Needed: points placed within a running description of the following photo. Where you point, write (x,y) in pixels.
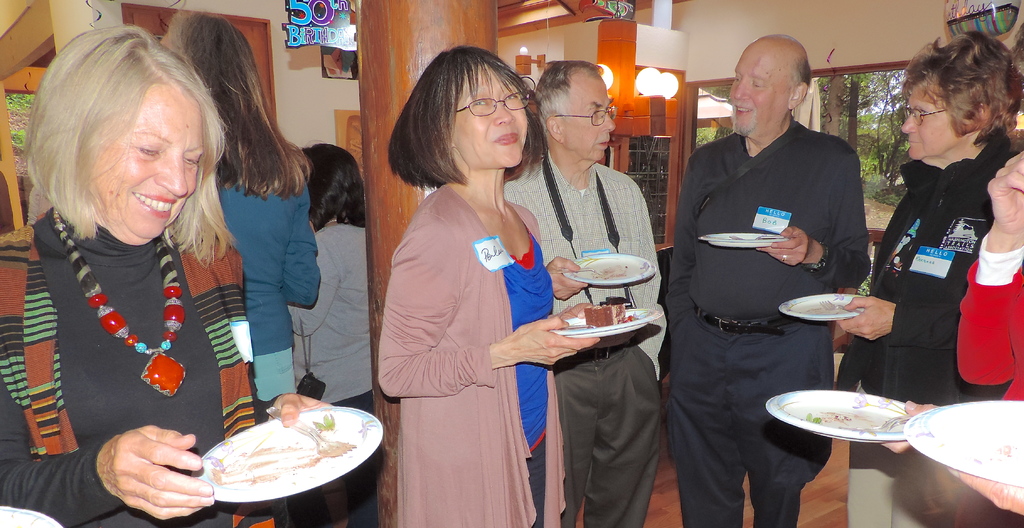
In this picture there are people (442,343) on the right (737,273) and left side of the image (110,248) and there are windows (663,146) on the right side of the image (706,97), in the background area (881,71).
